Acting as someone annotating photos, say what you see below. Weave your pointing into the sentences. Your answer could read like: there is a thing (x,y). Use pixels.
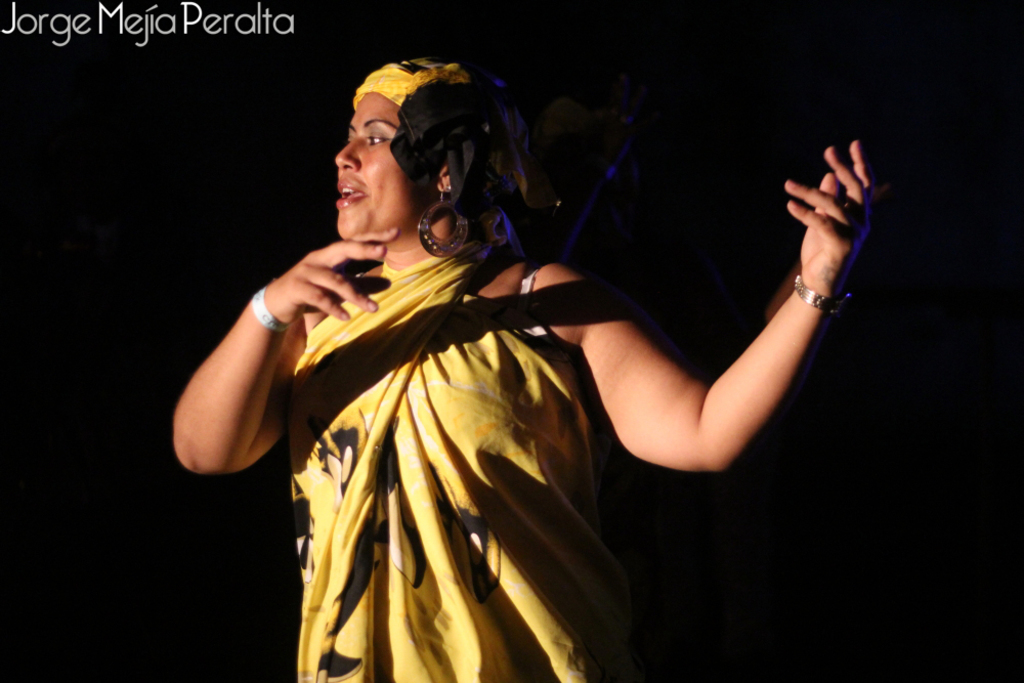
In this image we can see a woman (585,312).
